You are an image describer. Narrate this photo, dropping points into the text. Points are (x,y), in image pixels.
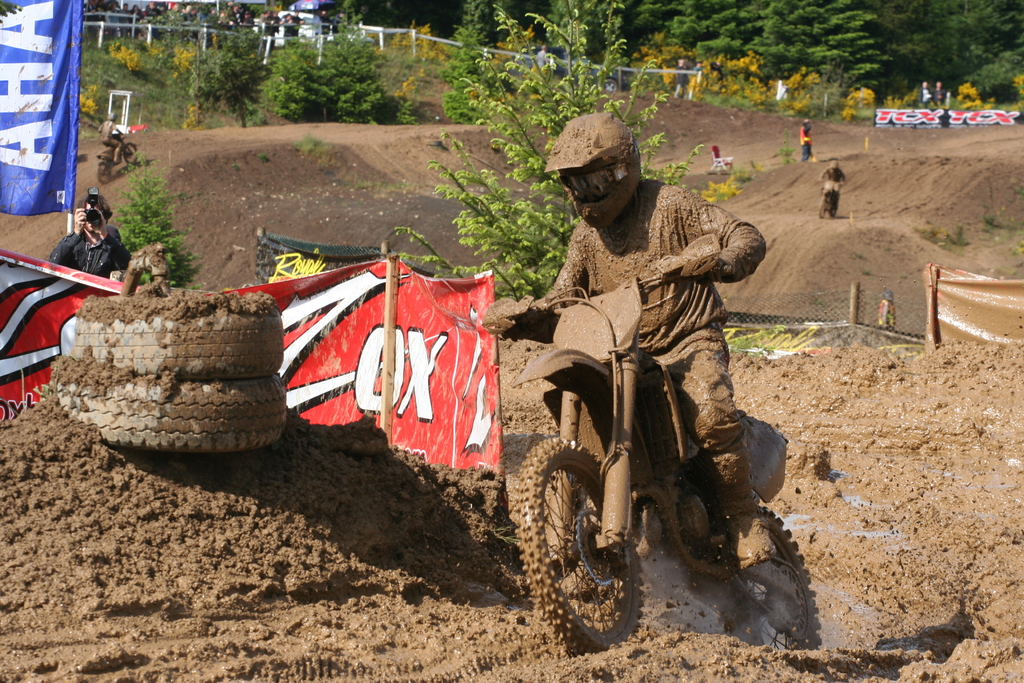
In this image I can see a person (589,177) riding a motorcycle (590,375) in the mud (990,504), wearing a helmet (578,209). There are banners (26,299) and a person (80,230) is holding a camera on the left (87,241). There are other people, fence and trees (506,129) at the back (809,31).
